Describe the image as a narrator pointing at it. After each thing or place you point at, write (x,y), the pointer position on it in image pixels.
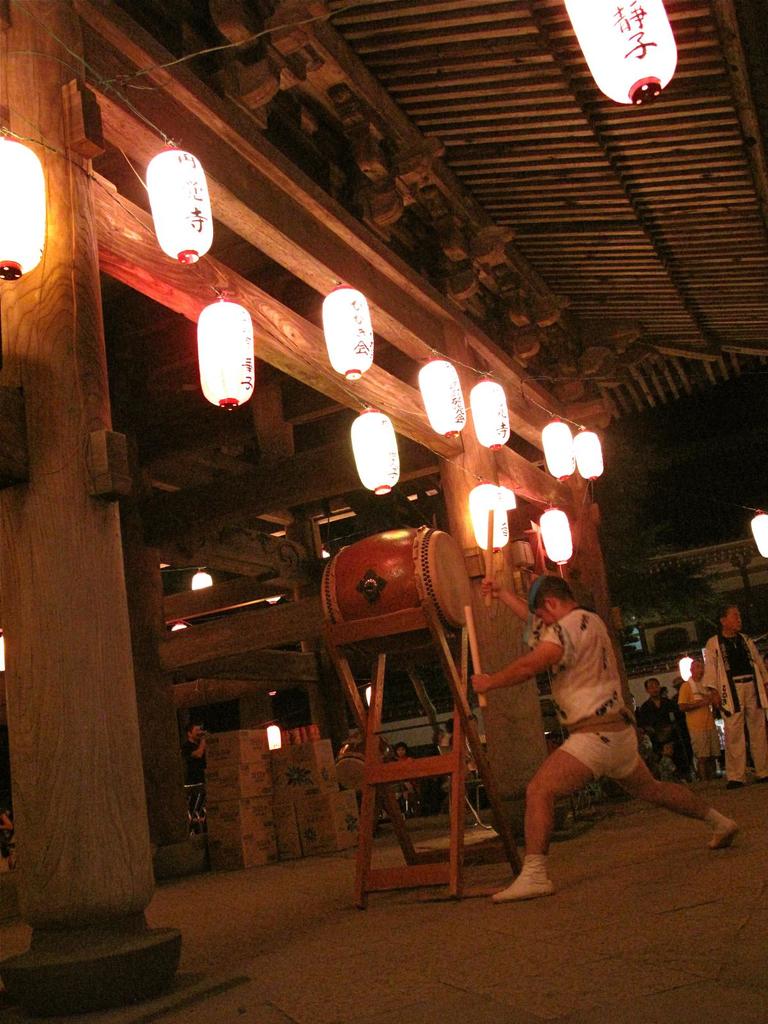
Here is a person (593,702) standing. I think he is playing drums (429,582). These are the lanterns (343,368), which are hanging to the roof (517,97). I can see few people (701,698) standing. These are the cardboard boxes (286,759). I think these are the wooden pillars (147,691).
